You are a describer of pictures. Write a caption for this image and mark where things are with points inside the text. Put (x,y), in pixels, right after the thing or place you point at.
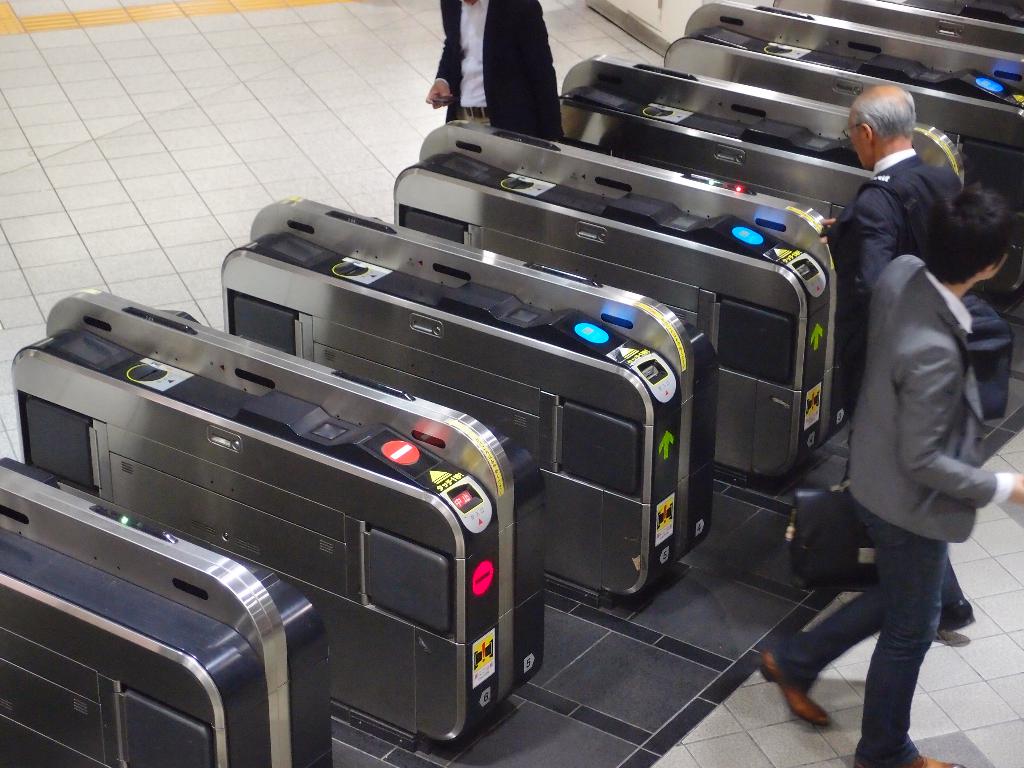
In this image i can see three men (898,243) walking at the left (228,515) there are few machines (423,323).
